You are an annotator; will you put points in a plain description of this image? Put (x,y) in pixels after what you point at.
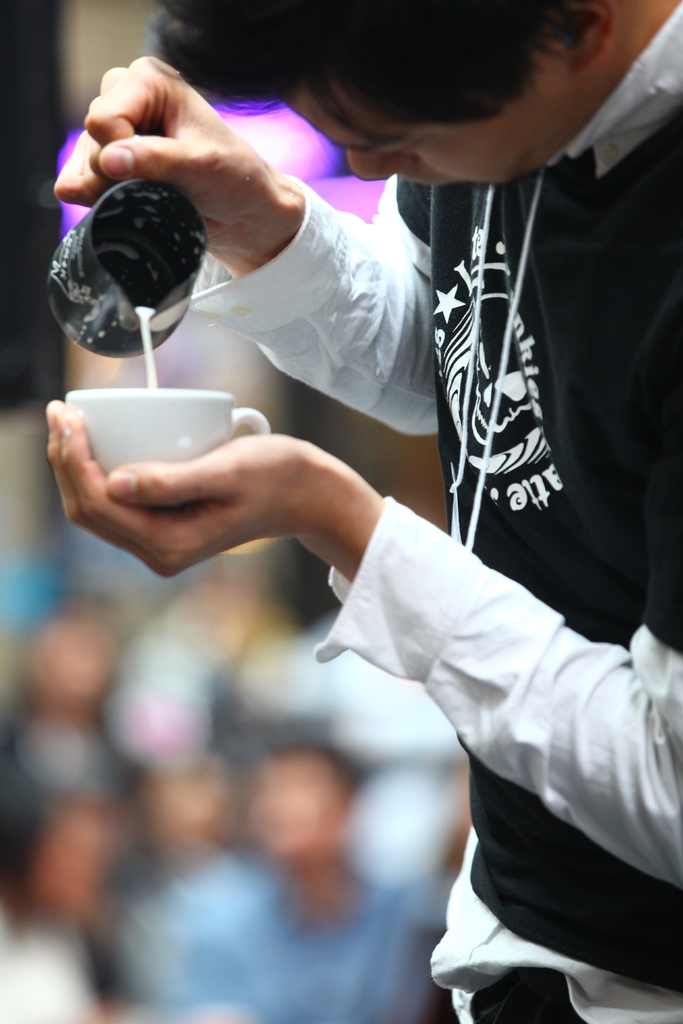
In the picture I can see a person (310,490) wearing black and white color T-shirt (493,694) is holding a white color cup (136,410) and a metal pitcher (118,283) and pouring the drink (149,375) in the cup (152,460). The background of the image (13,486) is blurred.
